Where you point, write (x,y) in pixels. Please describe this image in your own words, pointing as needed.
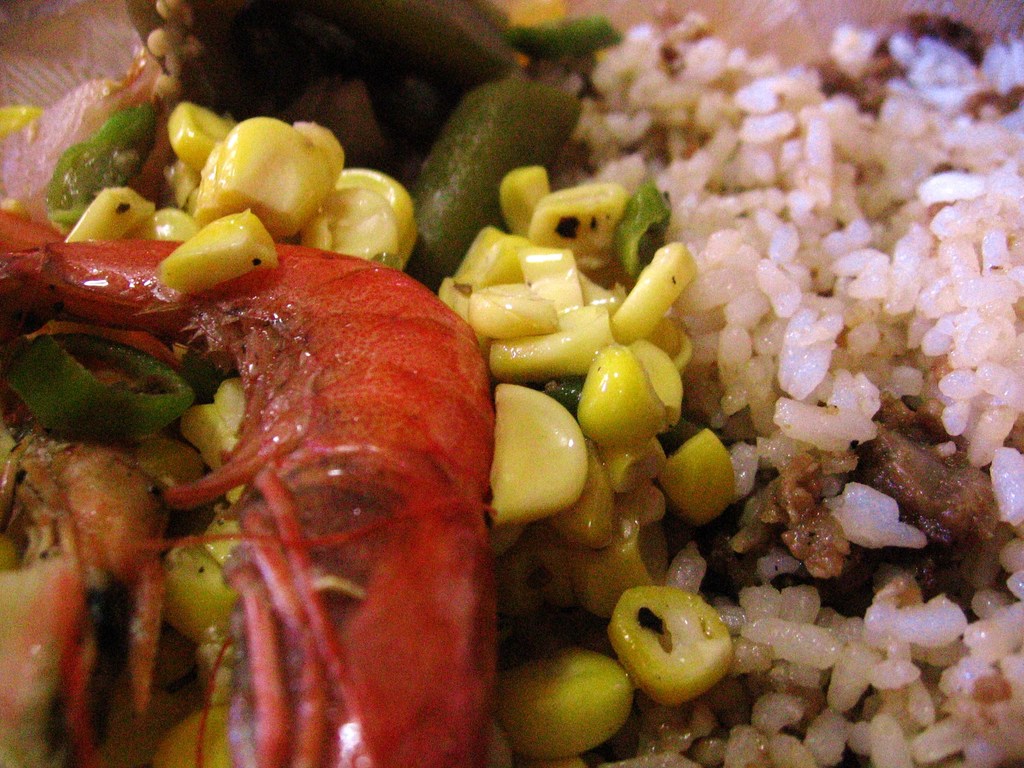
Here in this picture we can see rice (795,418), corn (656,525), meat (365,594) and vegetables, all present over there.
